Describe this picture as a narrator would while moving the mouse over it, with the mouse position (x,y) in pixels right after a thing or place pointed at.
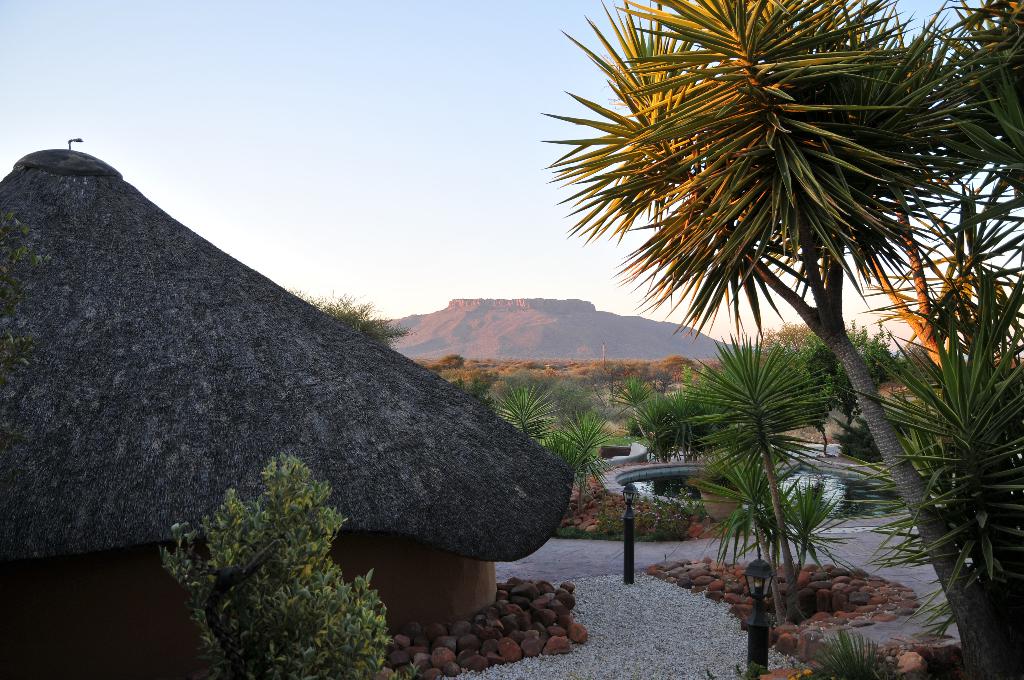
In this image, we can see a hut (371,434) and some trees (890,128). There is a plant (327,595) at the bottom of the image (337,630). There is a pond (688,491) and hill (541,329) in the middle of the image (540,343). There is a sky (488,92) at the top of the image (484,82).
